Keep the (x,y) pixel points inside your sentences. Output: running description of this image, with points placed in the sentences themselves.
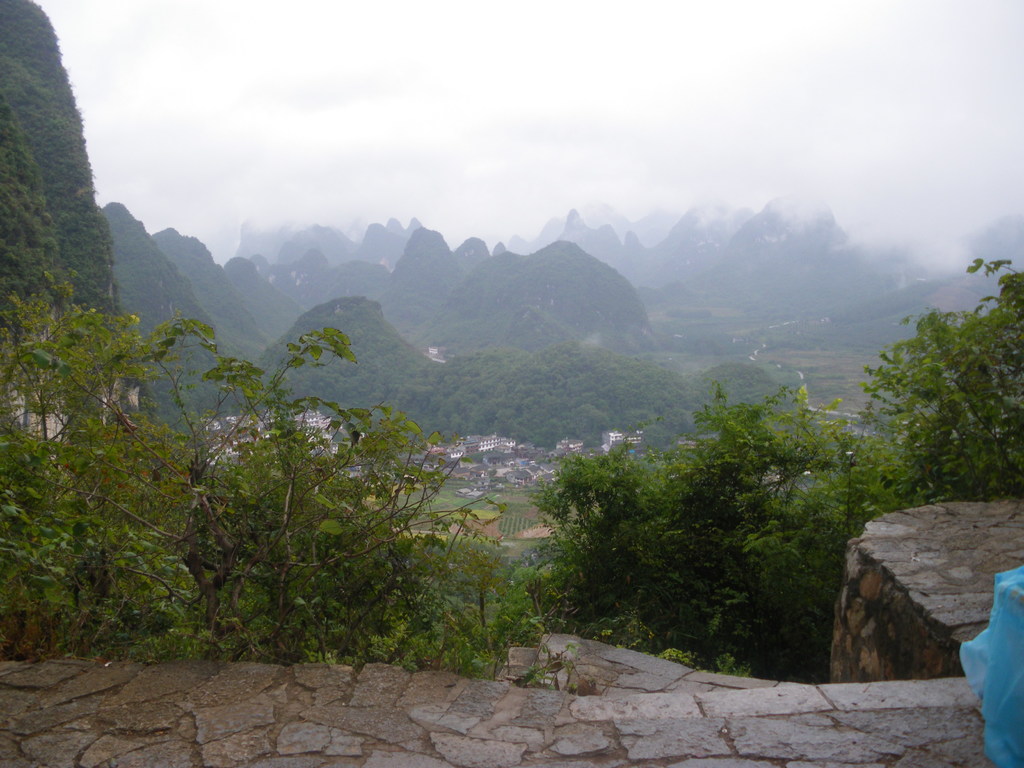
In this picture we can see the hills (587,287), trees (669,376), buildings (327,452), grass (508,525). At the bottom of the image (99,754) we can see the pavement (273,695). At the top of the image (457,226) we can see the sky (569,124) and fog (818,170).
